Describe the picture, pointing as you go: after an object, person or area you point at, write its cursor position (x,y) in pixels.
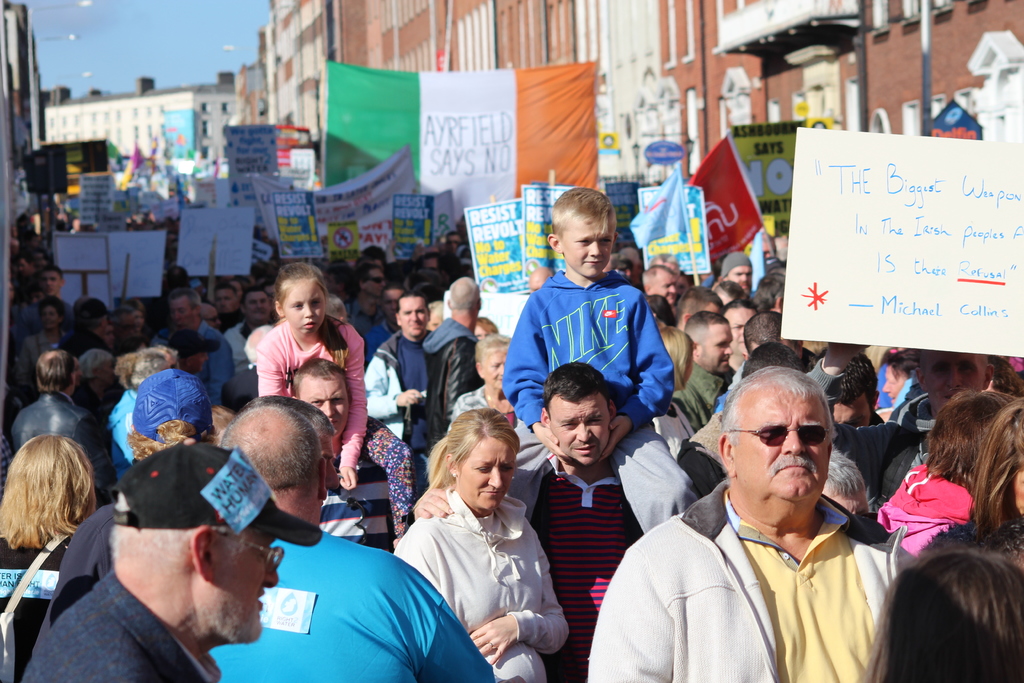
In this image we can see some people (248,286) among them few people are holding boards (765,220) and on the boards (516,250) we can see some text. There are some buildings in the background (623,129).
